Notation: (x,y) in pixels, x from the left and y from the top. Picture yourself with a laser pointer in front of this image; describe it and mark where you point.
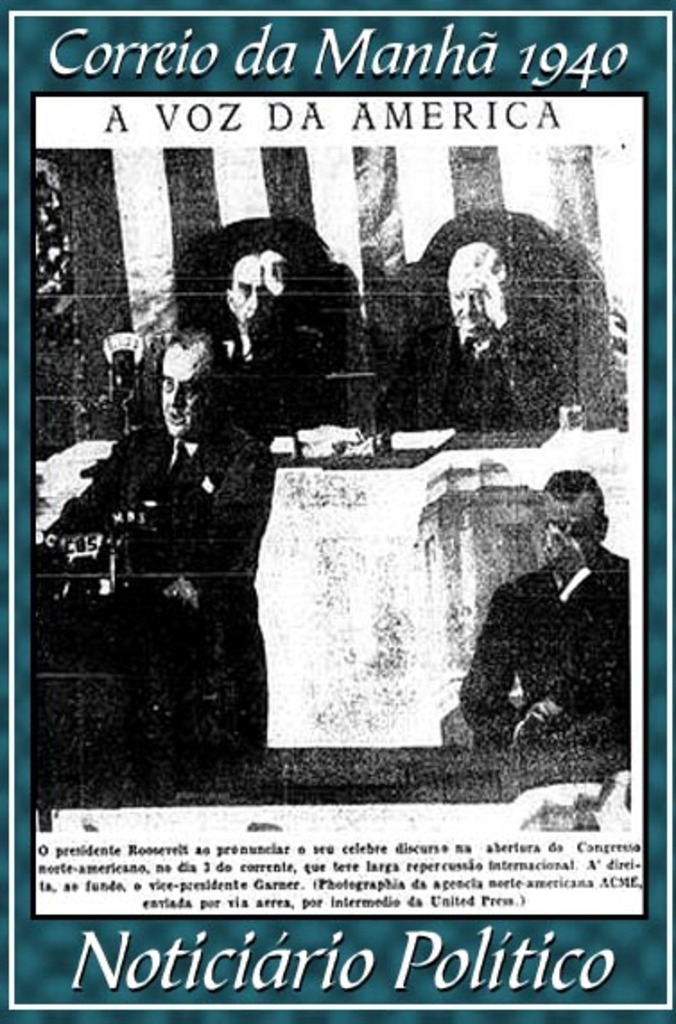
Here we can see a poster (471,1019). In this poster (524,376) we can see people (520,684) and something written on this poster (407,878).
